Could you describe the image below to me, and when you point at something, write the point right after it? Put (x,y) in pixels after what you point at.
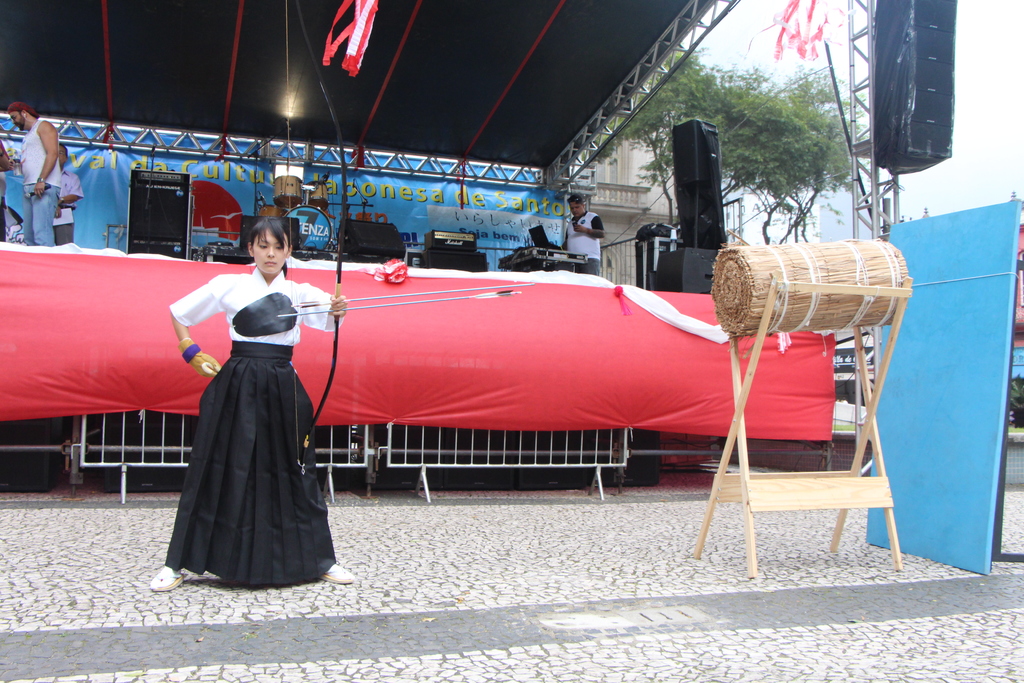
In this picture there is a woman (271,520) who is holding arrow (347,299). She is standing on the floor (279,644). On the right (978,347) we can see the banners (979,334) near to the wooden stand (774,486). On the stage (623,250) we can see two persons (39,174) standing near the speakers (669,265). On the right (743,90) background we can see the buildings (756,238) and tree (776,159). In the top right corner (996,106) there is a sky (994,66).
